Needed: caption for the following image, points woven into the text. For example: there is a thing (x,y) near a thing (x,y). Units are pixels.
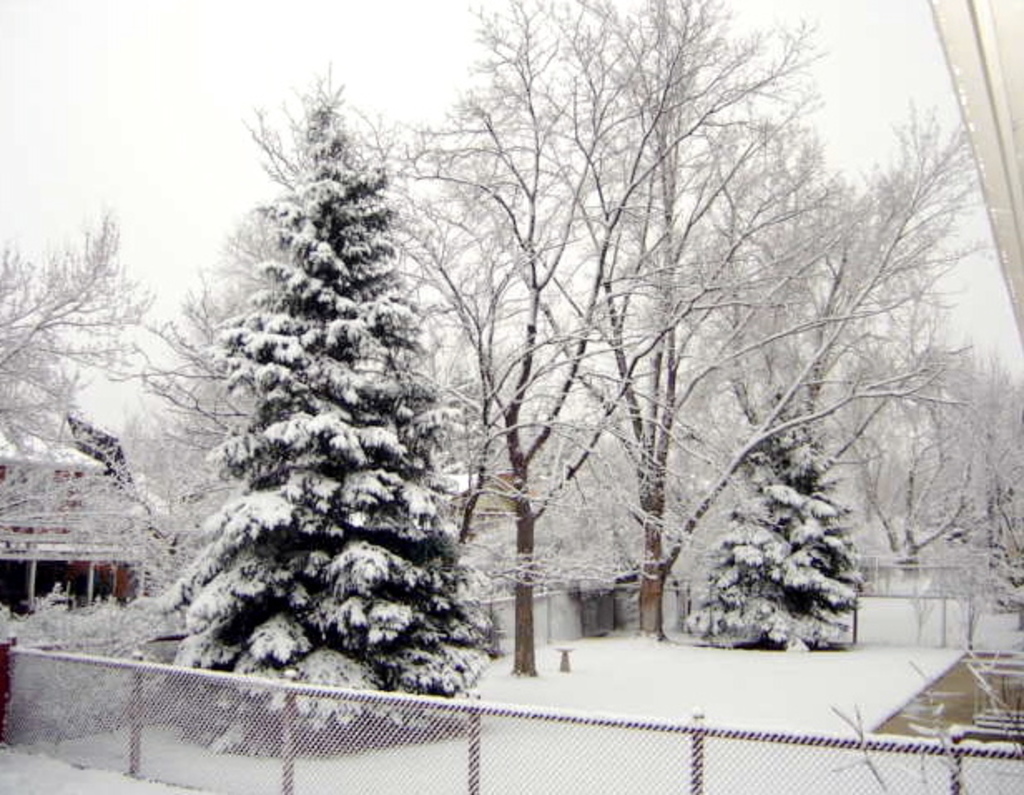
At the bottom (378,709), we see the fence (520,713) and the snow (582,698). On the right side (996,366), we see a wall (969,9) and the trees (996,600). In the middle (349,525), we see the fence (624,600) and the trees (408,531) which are covered with the snow (389,379). In the background (162,510), we see the trees (203,498) and the buildings (117,469). These trees (573,468) and the buildings (506,485) are covered with the snow (200,551). At the top (397,140), we see the sky (397,140).
